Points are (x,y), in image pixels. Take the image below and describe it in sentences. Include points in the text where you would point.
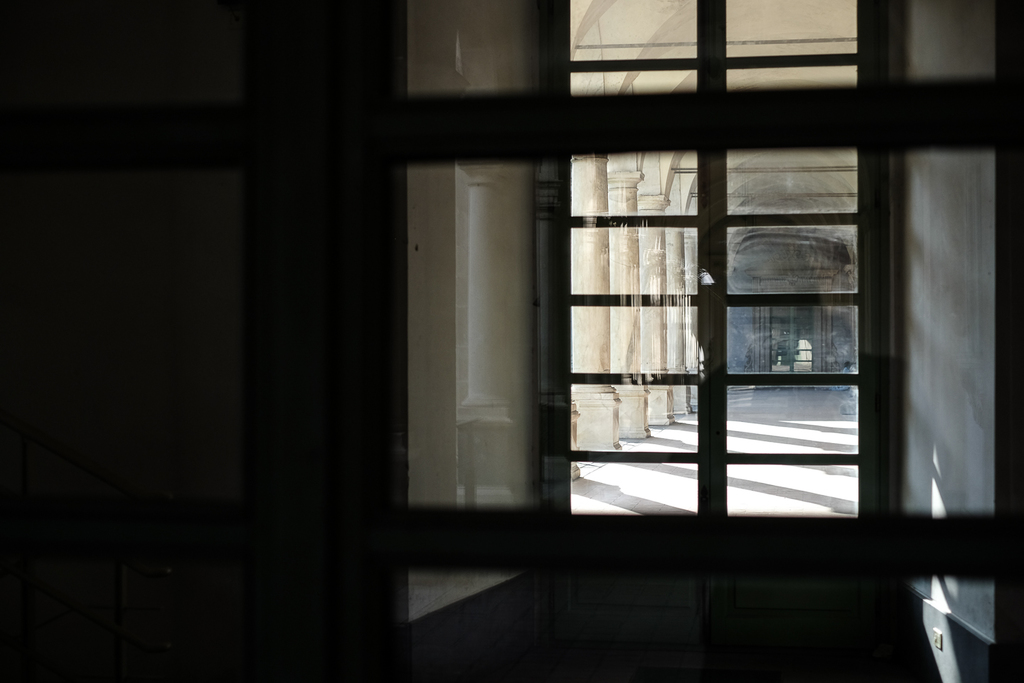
In this image I can see the view of building (656,169) from the glass door (705,435).
